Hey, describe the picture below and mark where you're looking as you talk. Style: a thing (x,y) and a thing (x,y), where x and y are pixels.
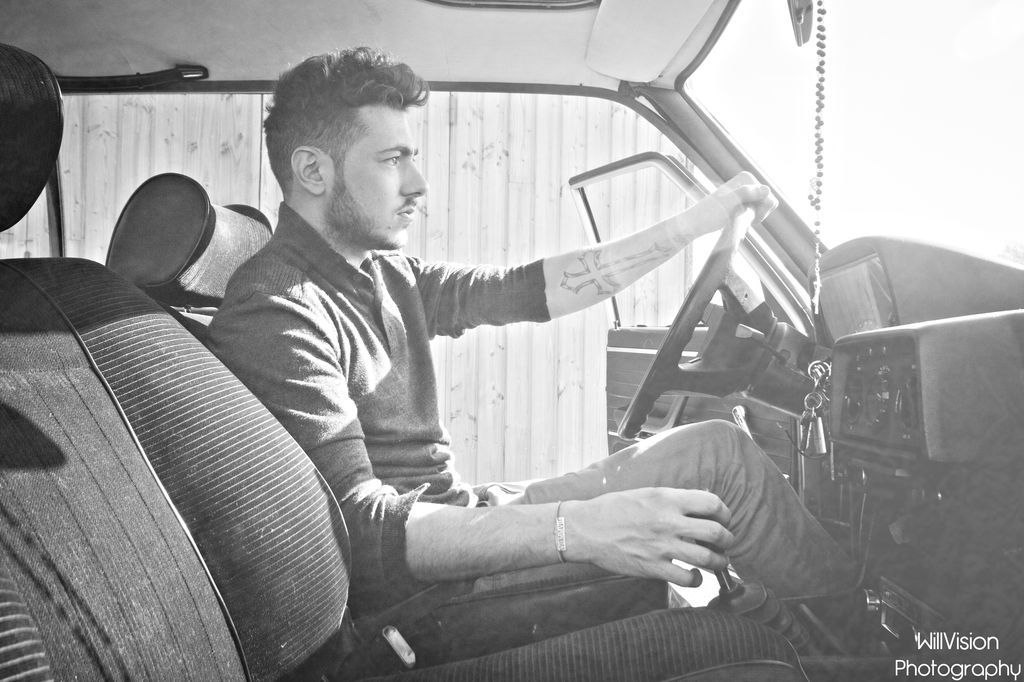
In this picture we can see a man (443,544) holding a steering wheel (742,318) with his hand (764,207) and sitting inside a vehicle (63,213) and in the background (492,450) we can see wall (472,160).
